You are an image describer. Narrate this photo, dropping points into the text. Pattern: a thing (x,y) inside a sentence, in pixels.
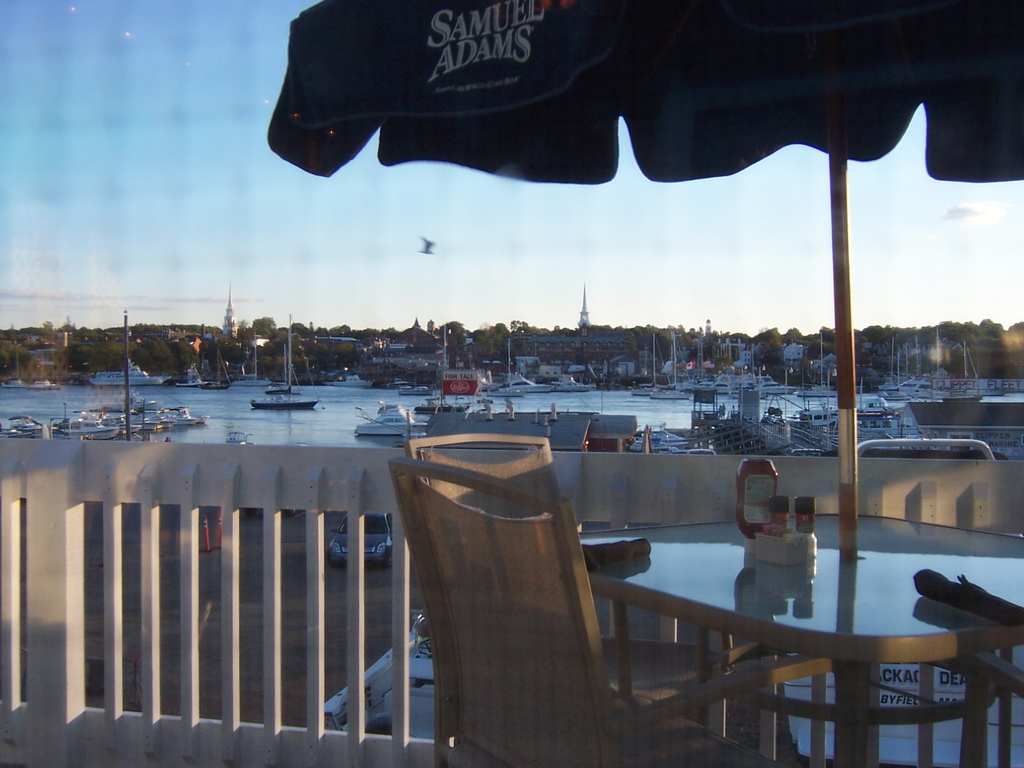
In this image, we can see chairs (560,632), table (823,570). Few objects (783,562) are placed on it. Here there is a pole (838,279), umbrella (672,36), white railing (16,592). Background (817,280) we can see vehicles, boats (23,422), water (495,403), trees (986,369), houses (911,435) and sky (532,227).
